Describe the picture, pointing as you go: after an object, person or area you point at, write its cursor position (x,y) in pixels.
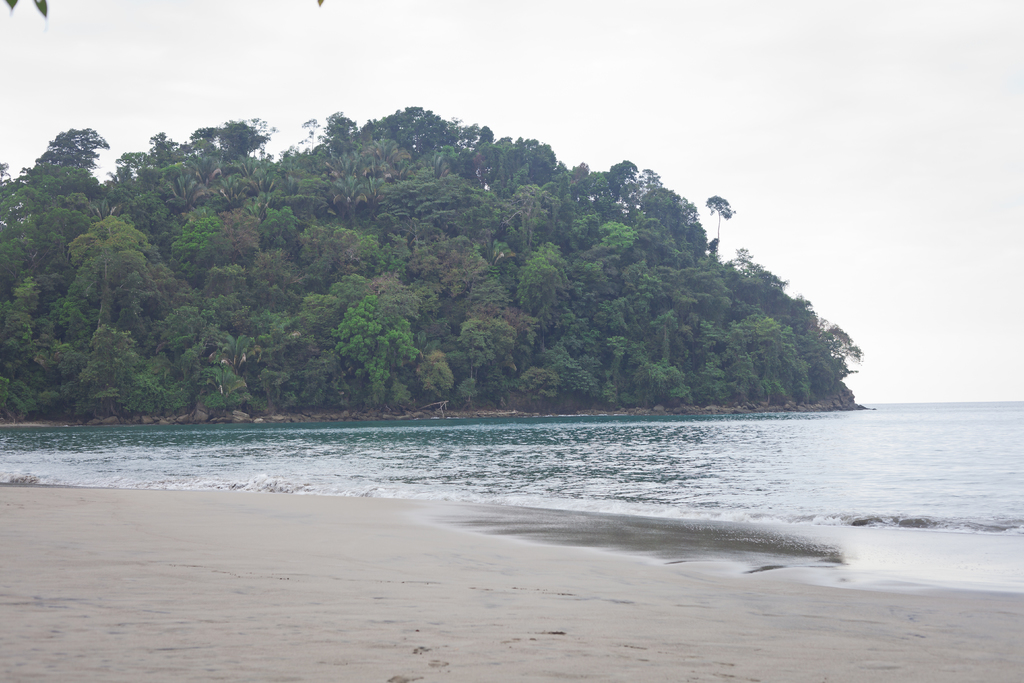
There is water (261,475) and there are trees (407,260) at the back (406,333).
